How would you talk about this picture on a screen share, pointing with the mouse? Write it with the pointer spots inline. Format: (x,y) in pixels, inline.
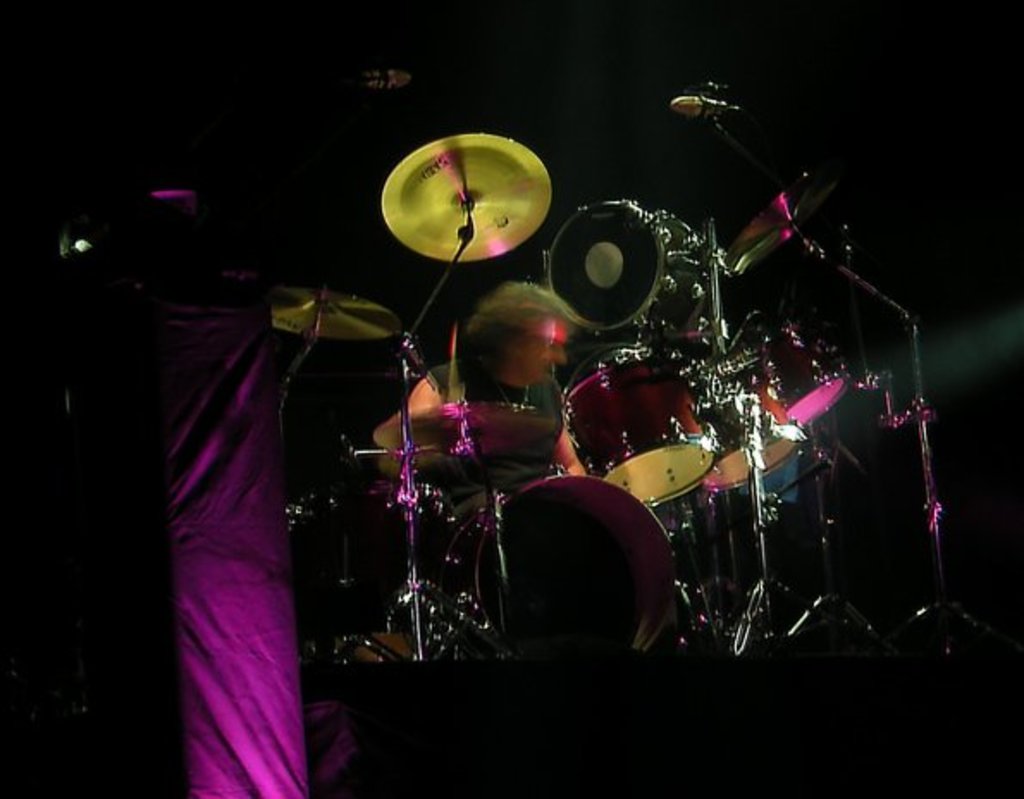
In the image we can see there is a drum set (496,403) and there is a man (490,375) sitting behind it.
